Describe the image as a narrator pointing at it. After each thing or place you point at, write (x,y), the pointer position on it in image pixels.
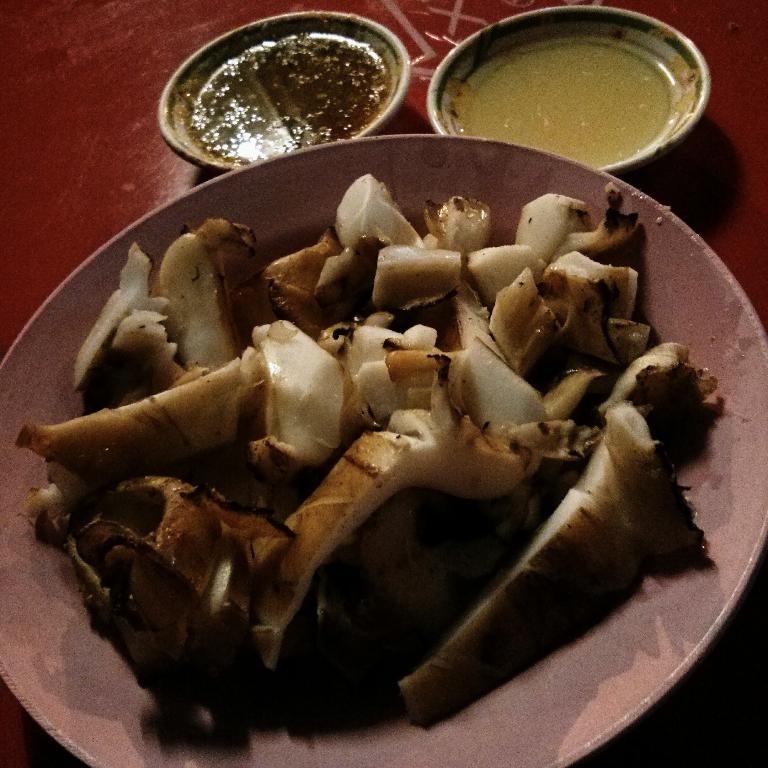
In this image we can see the plates (61,409) with some food items (621,332) on the table (762,250).
